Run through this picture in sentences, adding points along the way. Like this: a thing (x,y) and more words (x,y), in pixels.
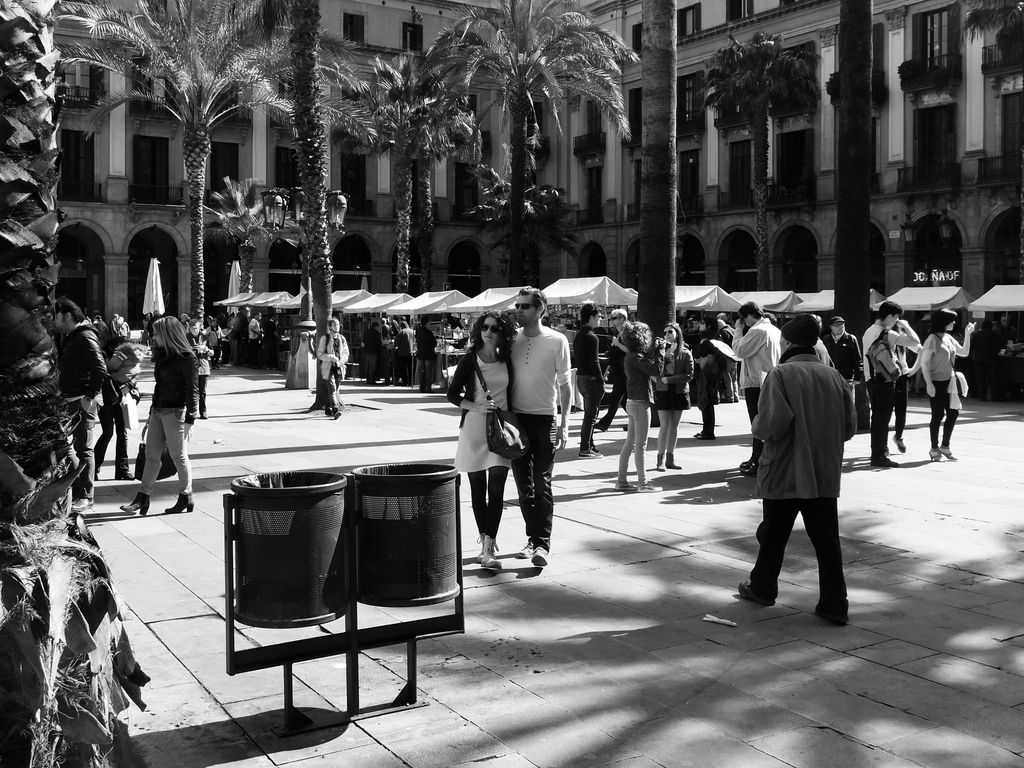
This is a black and white image. There are a few people (490,387). We can see some trees (650,229) and tents (266,306). We can see a building (997,253). We can see the ground (475,557) with some objects (227,502). We can also see some cloth (155,284).
